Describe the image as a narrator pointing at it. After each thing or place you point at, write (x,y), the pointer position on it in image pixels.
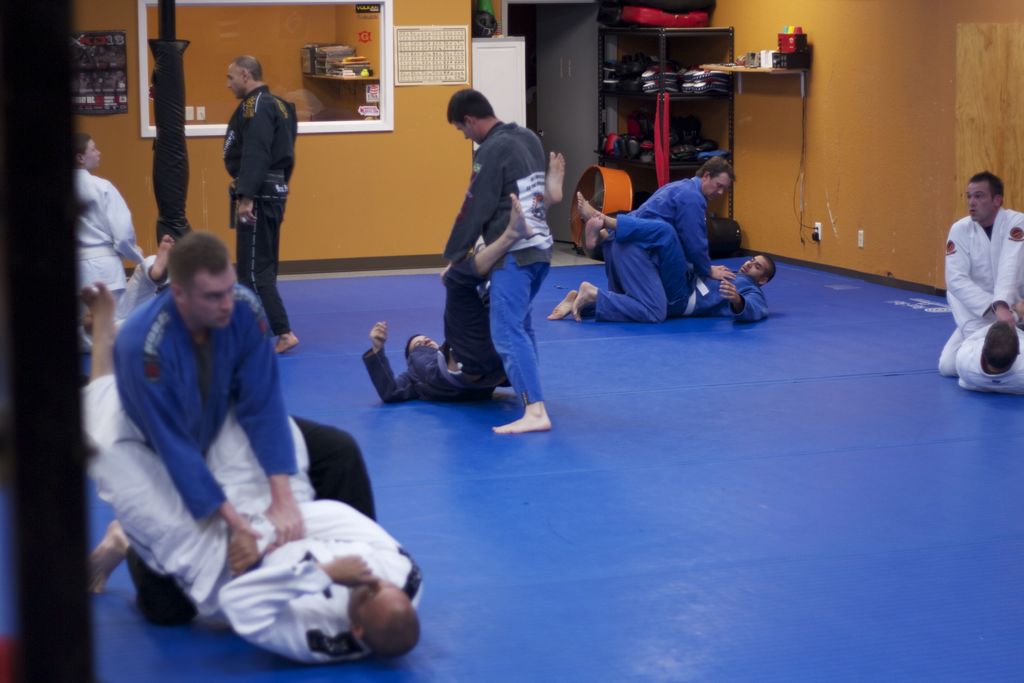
In this image we can see many people (652,266). There are few objects (455,61) on the wall (750,80). There are many objects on the rack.
